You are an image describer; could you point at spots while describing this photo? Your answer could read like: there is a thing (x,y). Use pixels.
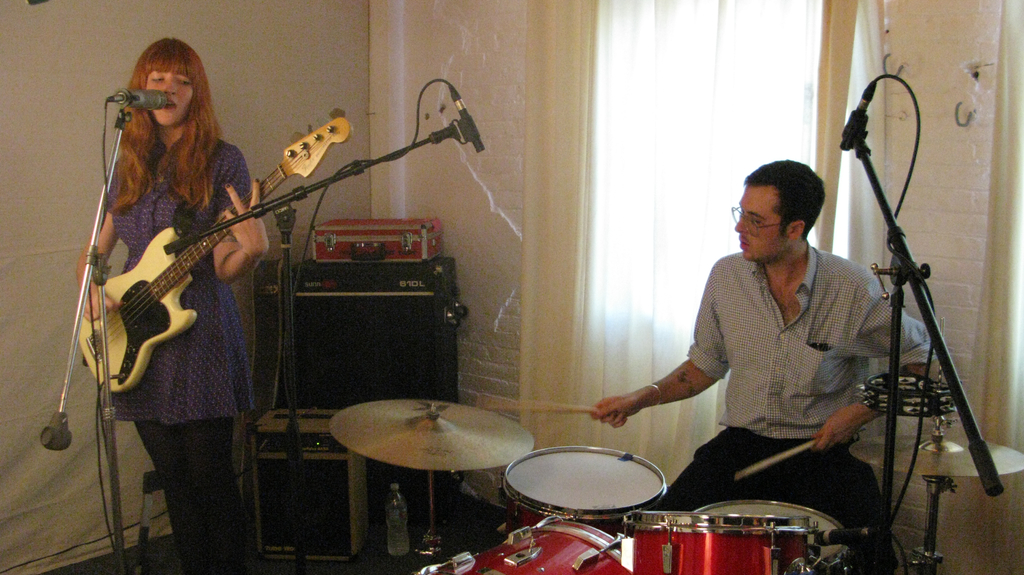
A lady (161,227) wearing blue dress (166,357) is playing guitar (158,266) and singing. In front of her there is a mic (148,104) and mic stand (94,241). A person (750,371) wearing goggles (745,220) is playing drums (649,526). There is a cymbal (460,443). In the back (402,316) there are some boxes (342,331). On the floor (368,538) there is a bottle (392,527). In the background (441,78) there is a wall (479,73), curtain (636,94) and a window (664,181).
